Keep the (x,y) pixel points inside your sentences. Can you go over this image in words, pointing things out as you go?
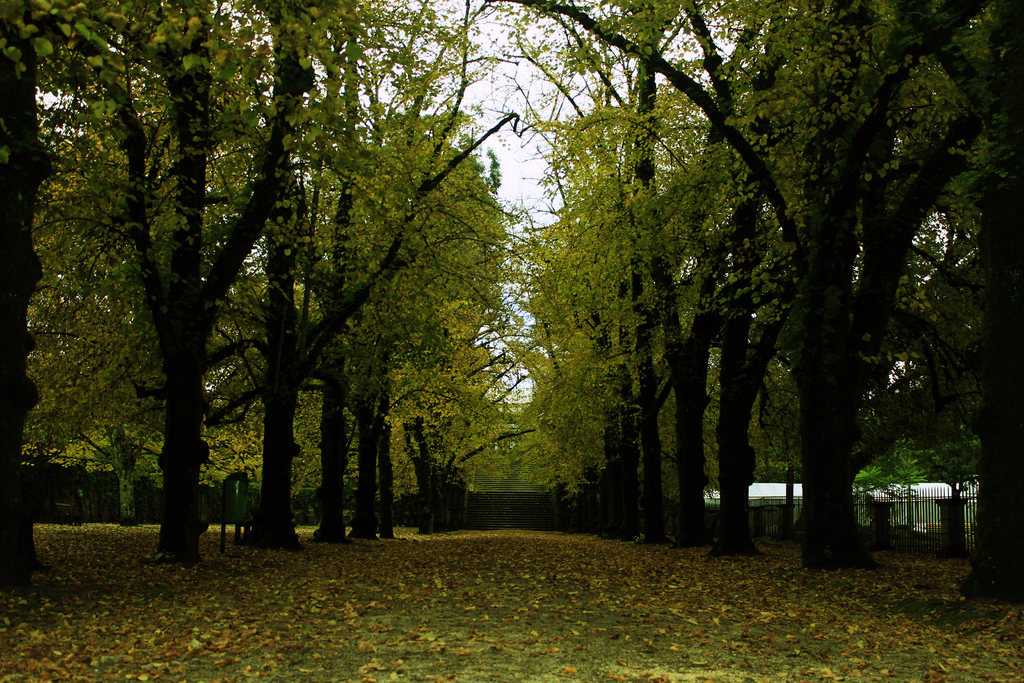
In this image there are trees (678,420) and a metal fence (769,510), on the surface (423,574) there are dry leaves (545,601).
